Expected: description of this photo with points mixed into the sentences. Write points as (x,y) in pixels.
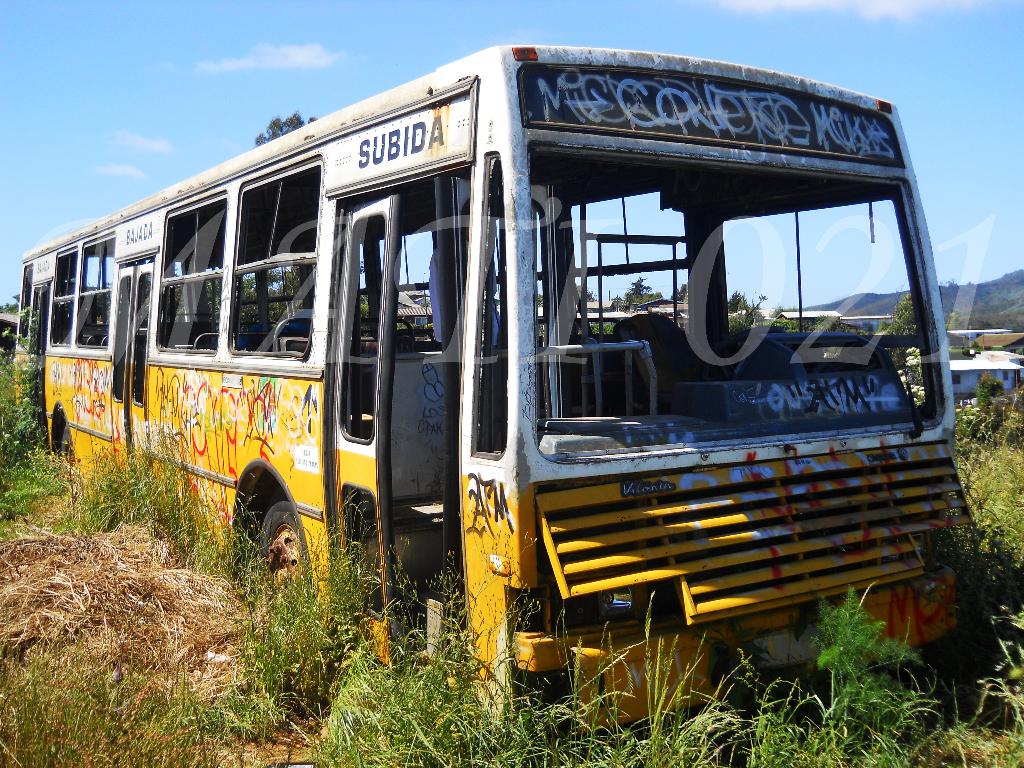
In the center of the image (644,418), we can see a bus (565,495) and we can see some text (962,303). In the background (990,300), there are hills (980,318), houses (958,341), trees (995,388) and there are plants (885,648). At the top (250,61), there are clouds (205,73) in the sky (174,83).
